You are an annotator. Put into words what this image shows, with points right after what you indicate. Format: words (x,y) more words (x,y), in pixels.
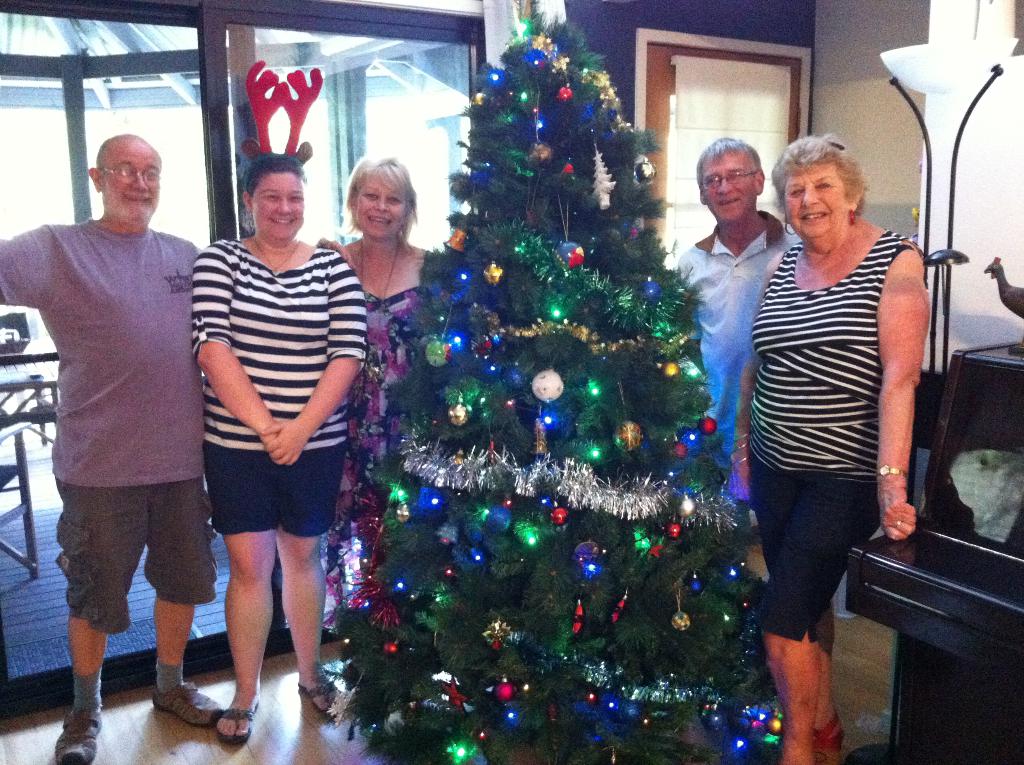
In this image I can see group of people (903,472) standing. In front (592,224) I can see the Christmas tree (588,753). In the background (345,23) I can see few glass doors (369,94).
